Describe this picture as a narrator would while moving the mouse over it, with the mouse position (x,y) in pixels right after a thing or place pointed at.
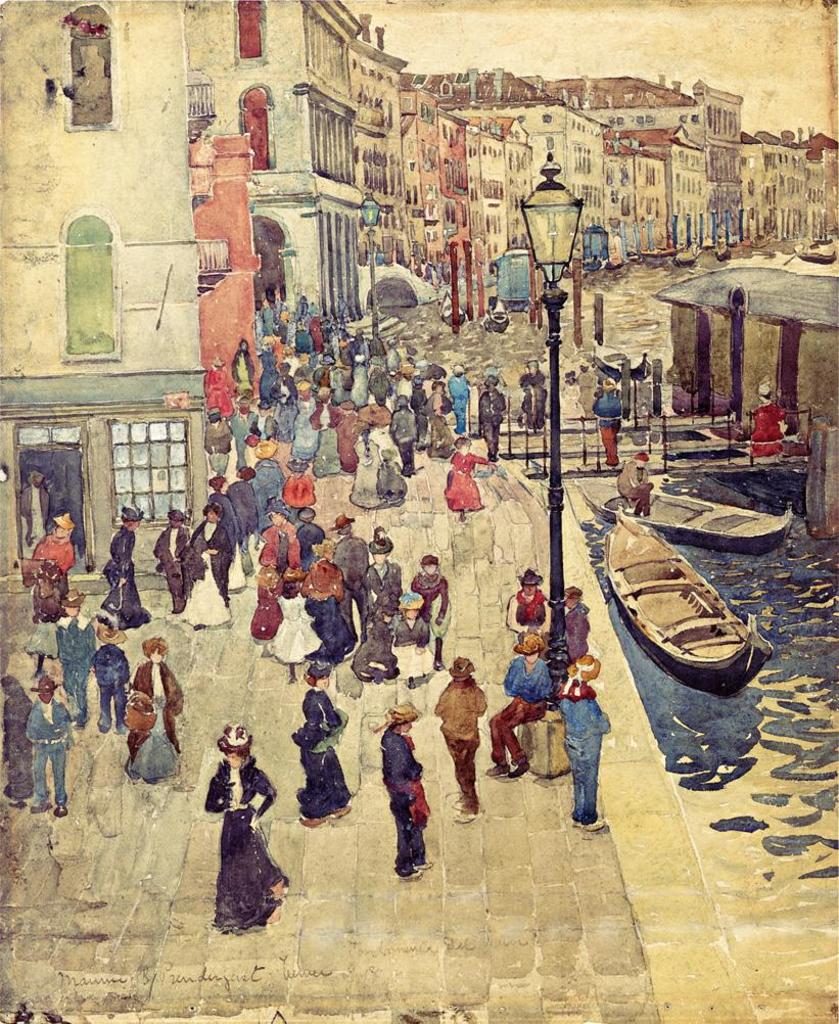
In this image I can see in depiction of buildings (331,294), people (373,371), street lights (563,302), few poles (540,322), few boats (667,551) and water (725,749).
